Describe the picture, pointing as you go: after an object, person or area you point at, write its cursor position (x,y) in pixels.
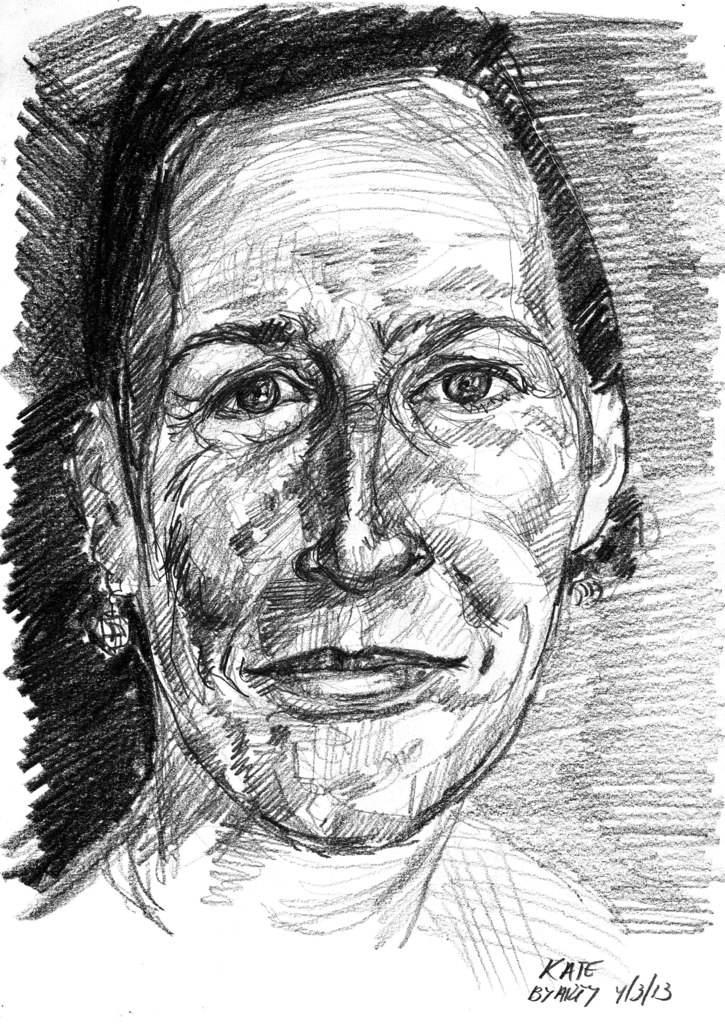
In this picture, we can see an art (238,173) of a person (362,147), and we can see some text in the bottom right corner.
